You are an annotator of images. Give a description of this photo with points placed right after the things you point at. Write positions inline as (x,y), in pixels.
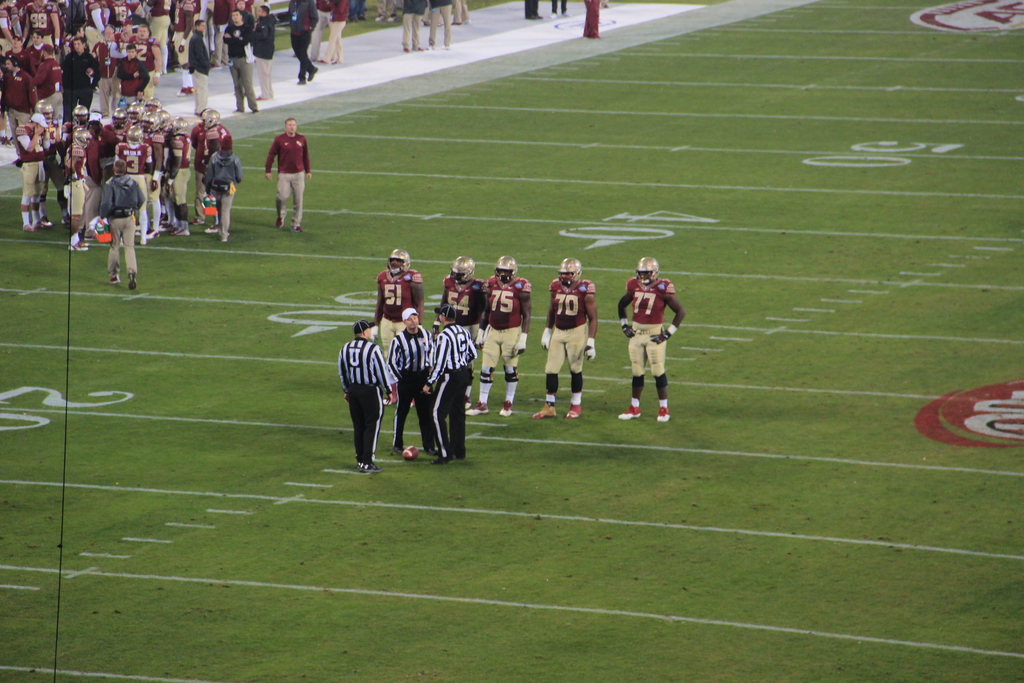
In this image I can see a group of people (441,330) standing and wearing different color dress (181,142). I can see a ball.
